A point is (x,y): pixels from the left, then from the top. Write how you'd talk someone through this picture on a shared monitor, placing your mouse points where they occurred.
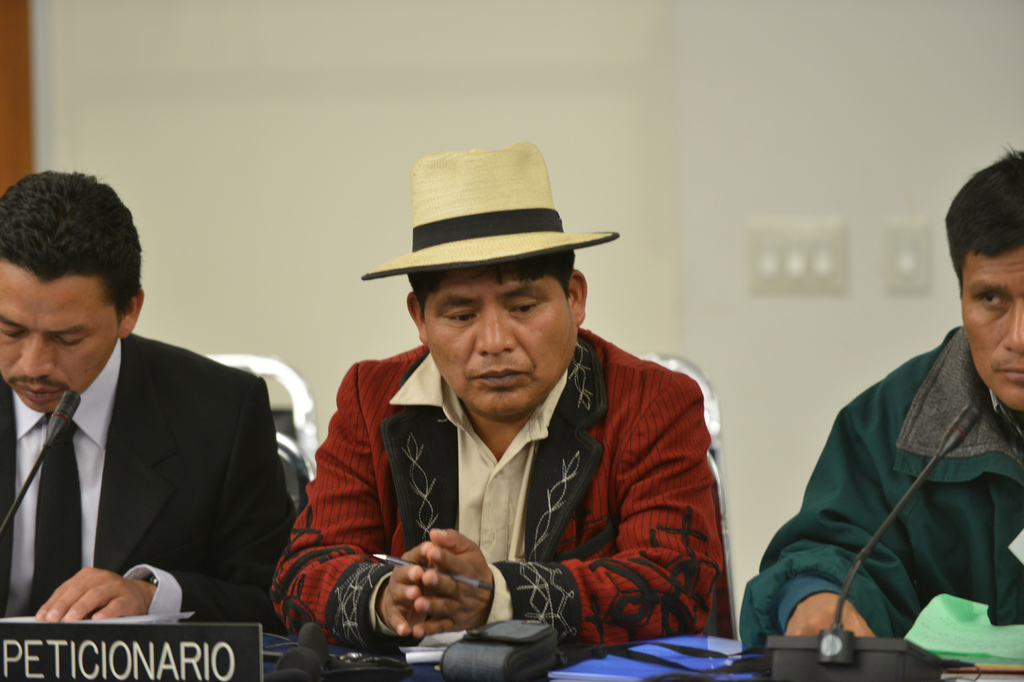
In the picture we can see a three men (560,505) are sitting on the chairs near the desk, one man (399,492) is wearing a blazer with a hat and in the background (39,124), we can see a wall (842,226) with a switch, on the desk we can see a microphone (48,441).
